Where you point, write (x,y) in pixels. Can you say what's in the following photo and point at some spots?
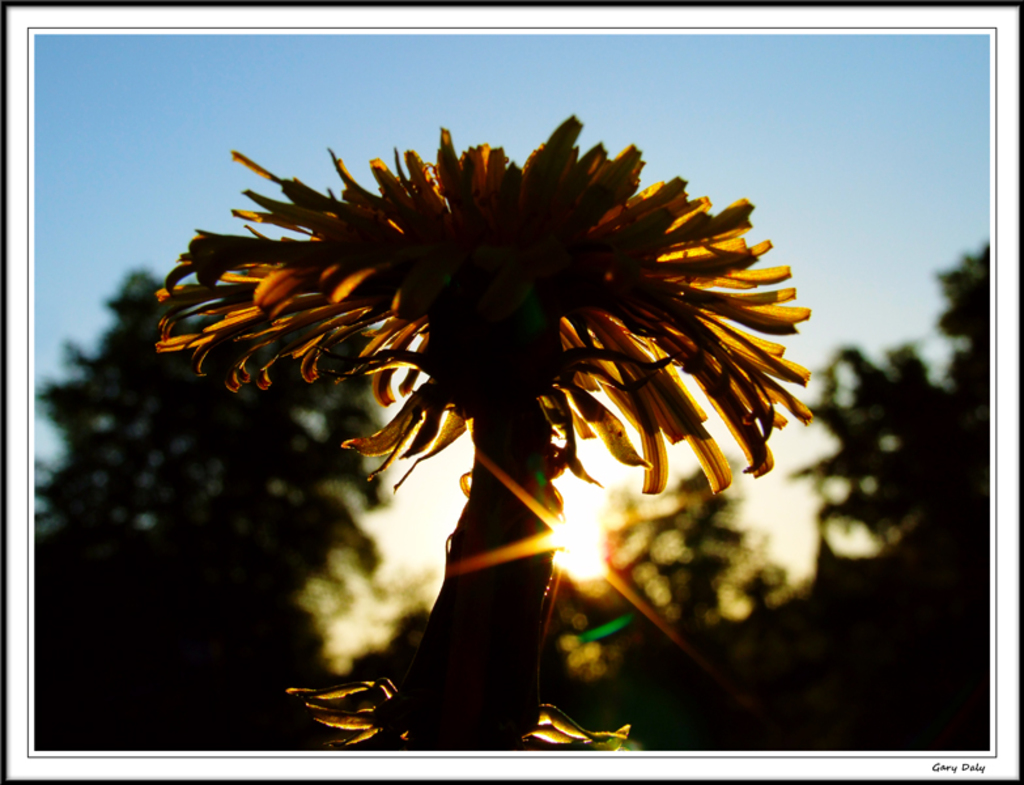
In this image there is a flower (454,213), there are trees (860,374) truncated towards the right of the image (860,436), there are trees (111,416) truncated towards the left of the image (113,483), at the background of the image (648,154) there is the sky (422,141), there is the sun (564,530) in the sky (576,483), there is text (967,769).
